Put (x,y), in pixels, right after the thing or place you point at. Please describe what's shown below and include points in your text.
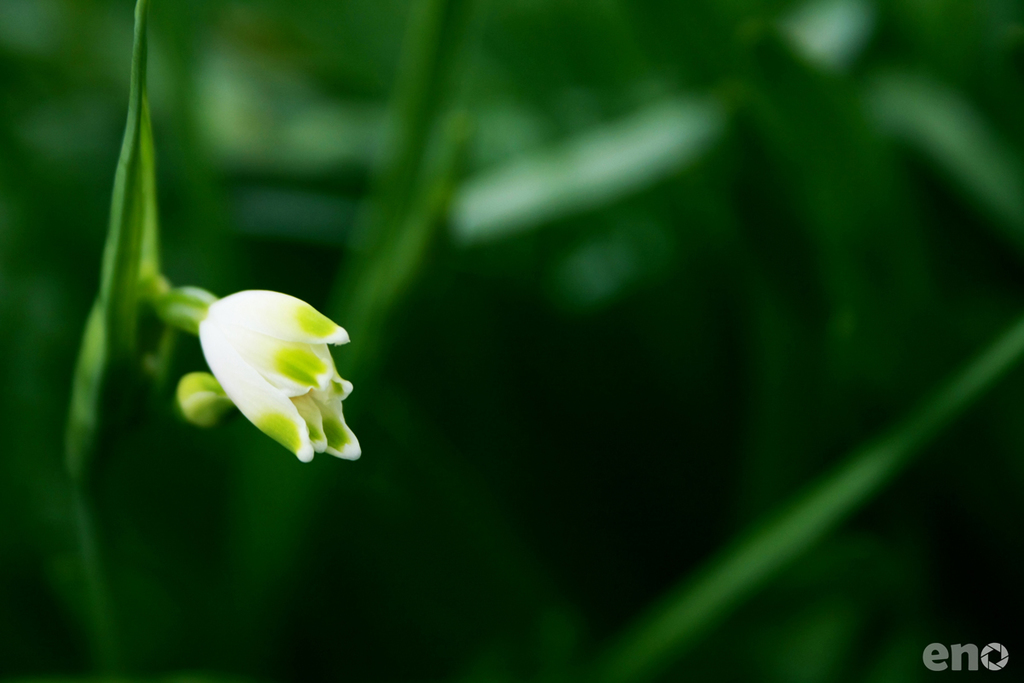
To the left side of the image (194,383) there is a white flower (263,353) with green leaves (115,328). In the background (109,216) there is a green color. And to the right bottom corner of the image (996,646) there is an eno name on it.
